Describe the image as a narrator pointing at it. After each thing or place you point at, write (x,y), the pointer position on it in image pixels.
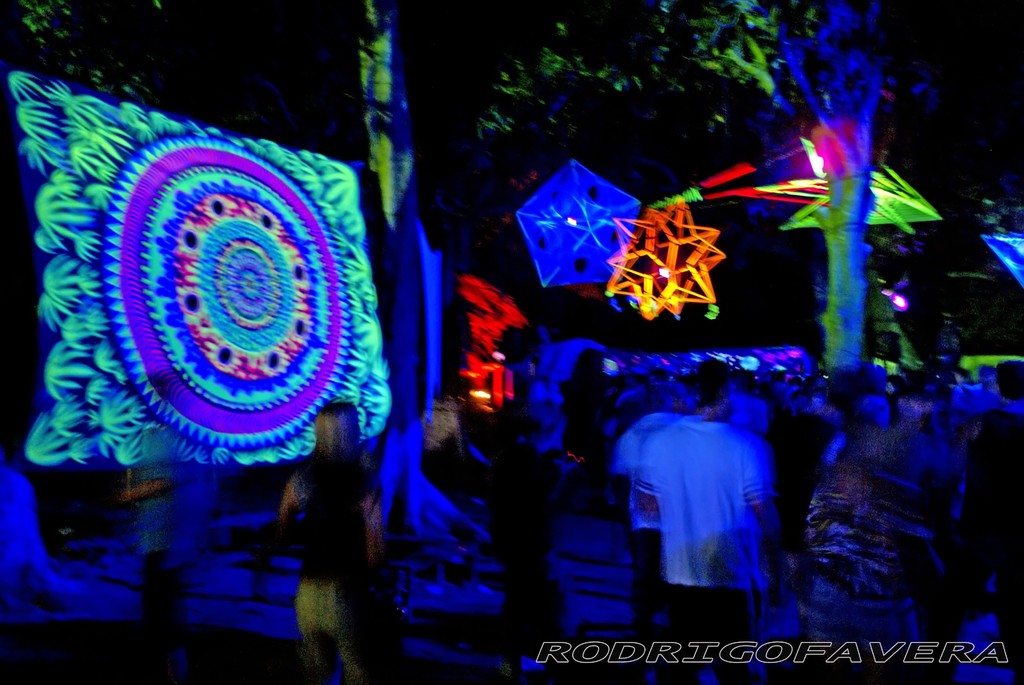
This image is taken during the night time. At the bottom (683,479) there are few people (725,494) who are standing on the floor (487,593). At the top (621,219) there are crafts (655,251) to which there are lights (612,255). On the left side (122,275), it looks a screen (135,329) on which there is some art like design (222,294). In the background (121,79) there are trees (127,65).
